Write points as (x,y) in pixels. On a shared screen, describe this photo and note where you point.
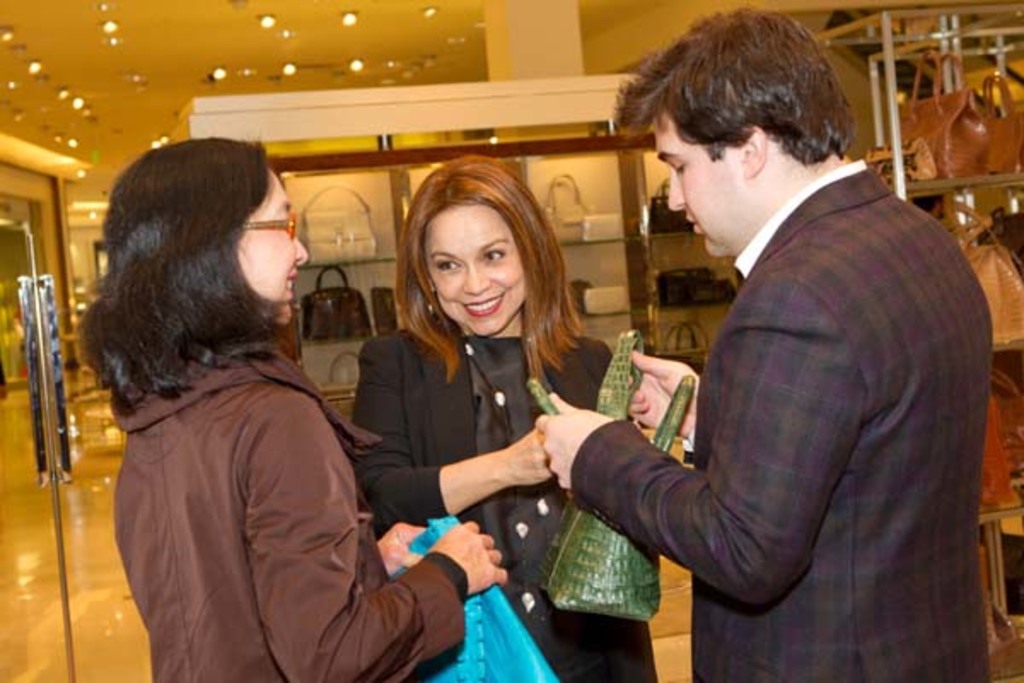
In this picture we can see a man (875,518) holding a bag (620,562) on the right side (909,622). We can see a woman (293,614) holding a bag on the left side (227,621). There is another woman (392,473) smiling. We can see a few bags (332,241) on a glass cupboard (494,150). There are some bags (967,153) on the racks (1005,182) on the right side (957,143). Some lights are visible on top.
